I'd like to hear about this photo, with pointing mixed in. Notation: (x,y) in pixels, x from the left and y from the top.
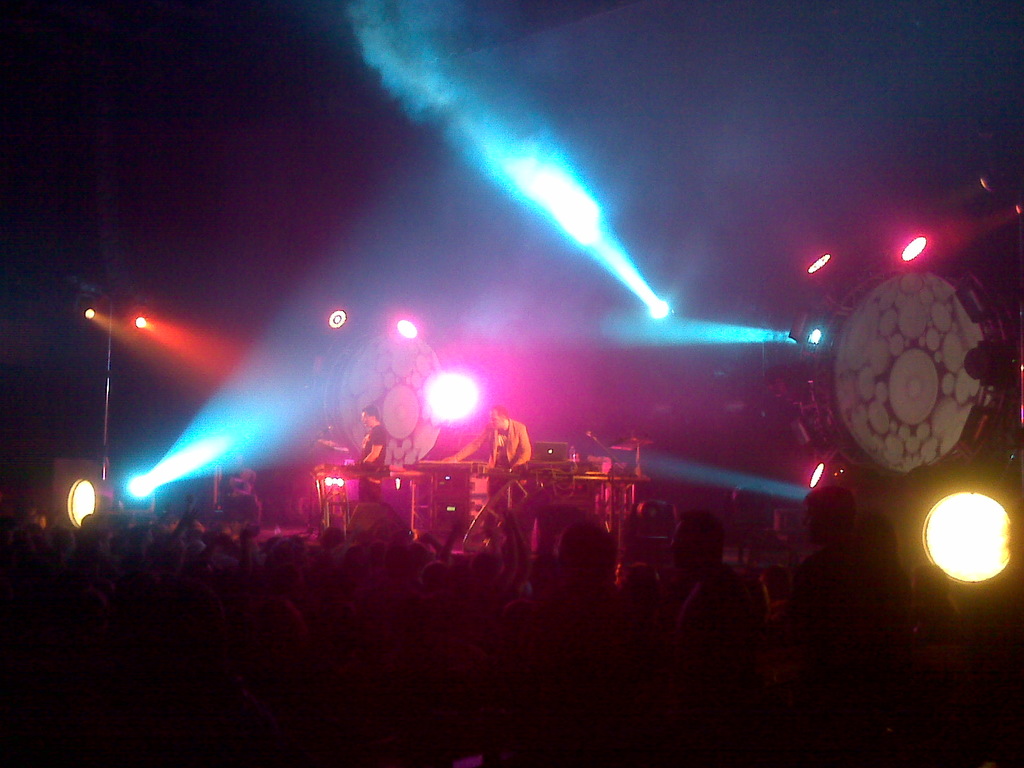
In this picture I can see group of people (30,566). I can see musical instruments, focus lights (813,482), cymbals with the cymbals stands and some other objects (778,521), and there is dark background (943,50).
